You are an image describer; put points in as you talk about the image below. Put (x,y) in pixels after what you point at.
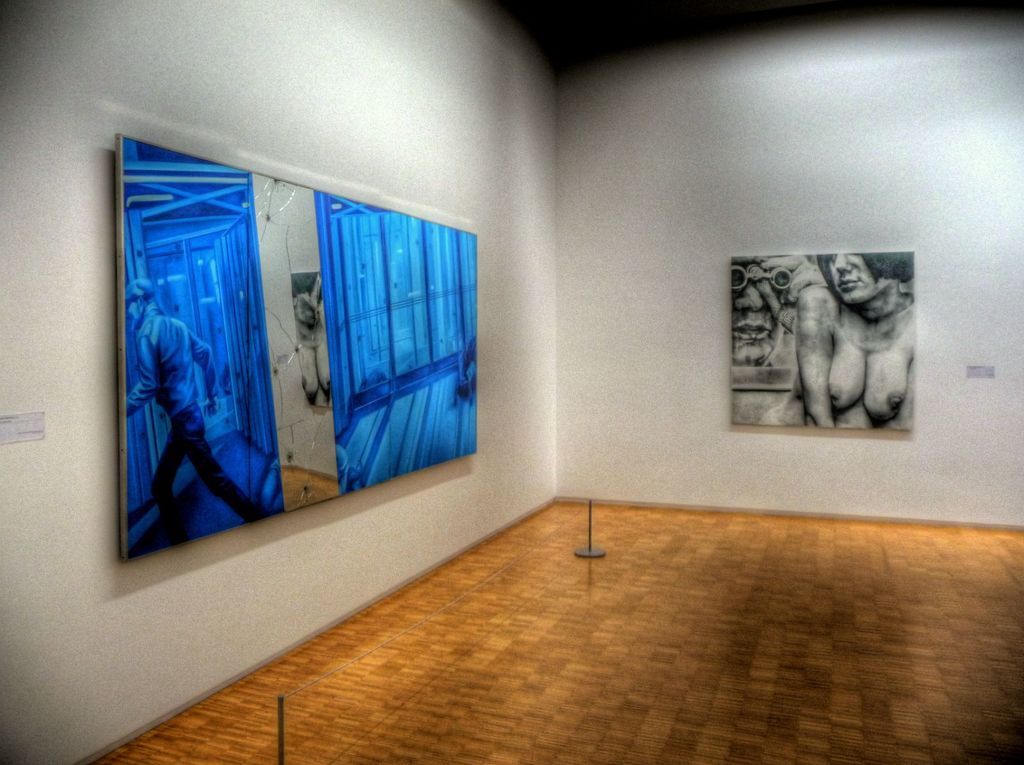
In the picture we can see a wooden floor (624,687) and in the walls (253,659) we can see paintings (235,364) and on one we can see a nude woman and another we can see a blue color frame (235,437) and a man (133,404) walking it, and beside it we can see a label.
